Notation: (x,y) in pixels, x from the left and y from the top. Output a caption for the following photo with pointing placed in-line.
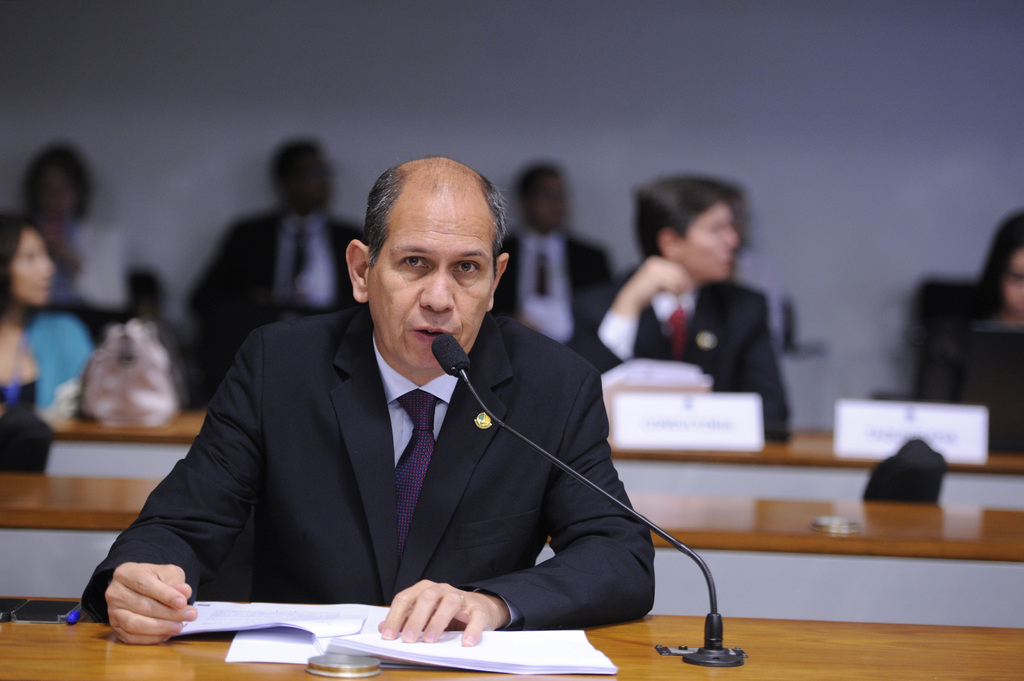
In this image in front (145,599) there is a person (312,442) sitting on the chair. In front of him there is a table (176,668) and on top of the table (392,679) there are papers (328,648), mike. Behind him there are few others (696,324) sitting on the chairs (932,319). In front of them there are tables (827,488) and on top of the tables (864,464) there are name boards (968,427), papers (661,376), bags (98,357). In the background of the image (701,106) there is a wall (627,95).
